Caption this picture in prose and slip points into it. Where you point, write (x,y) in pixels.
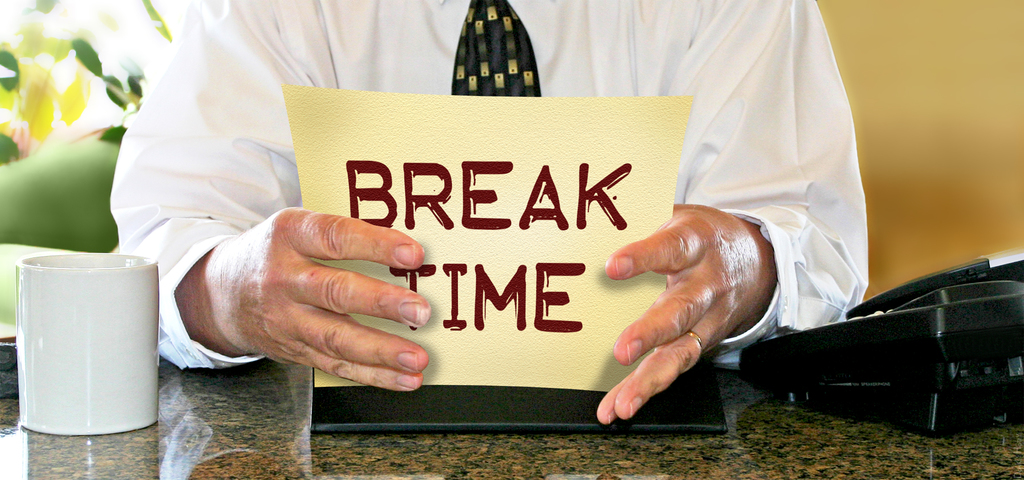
In this image in the center (671,307) there is a man (655,317) holding a paper (491,306) which is in the center (443,262) and there is some text (522,266) written on the paper (518,250). On the right side (848,355) there is a telephone (909,357) which is black in colour. On the left side (79,349) there is a cup (84,333) and the background (50,170) is blurry.
